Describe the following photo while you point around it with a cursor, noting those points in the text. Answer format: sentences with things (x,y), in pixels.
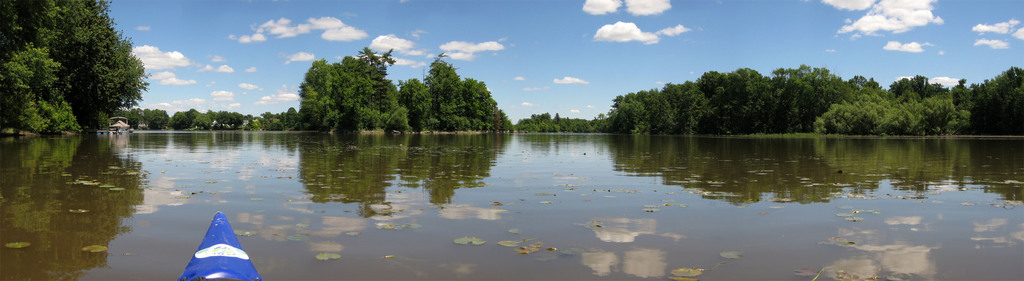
In this image, we can see some water (344,200) with leaves (391,225) and objects (117,117). There are a few trees (760,85). We can see the reflection (406,144) of trees (455,91) in the water (407,160). We can also see the sky (597,80) with clouds (636,4).
